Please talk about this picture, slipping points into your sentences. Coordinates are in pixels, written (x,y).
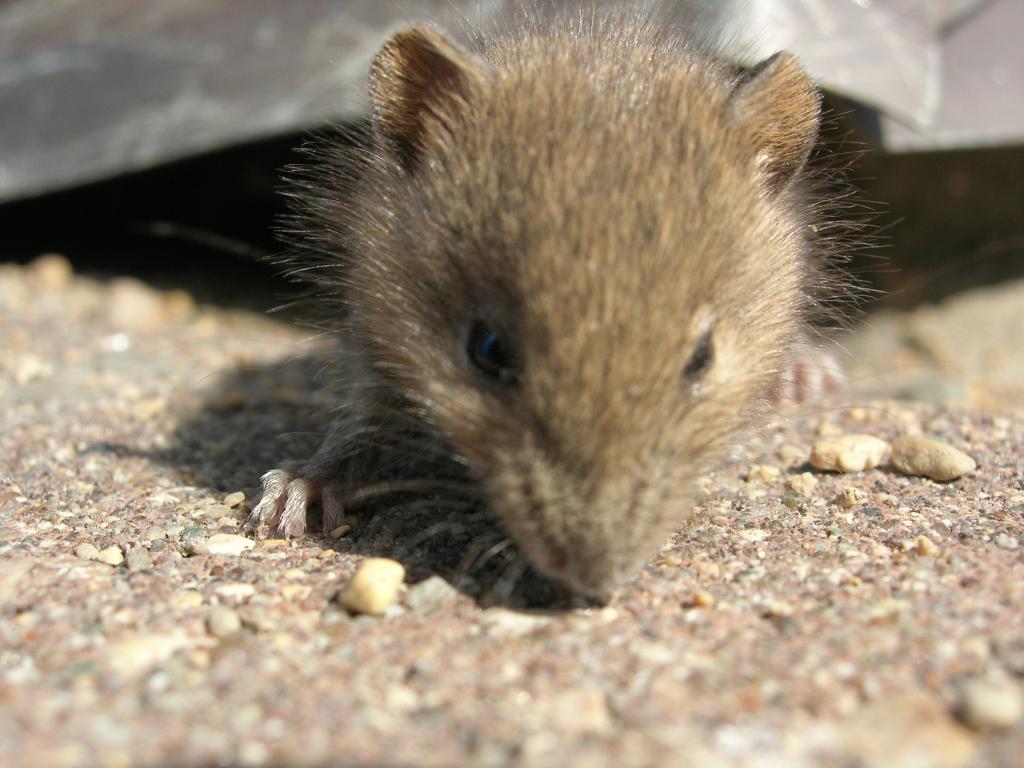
In the image there is a small cute rat (480,308).
